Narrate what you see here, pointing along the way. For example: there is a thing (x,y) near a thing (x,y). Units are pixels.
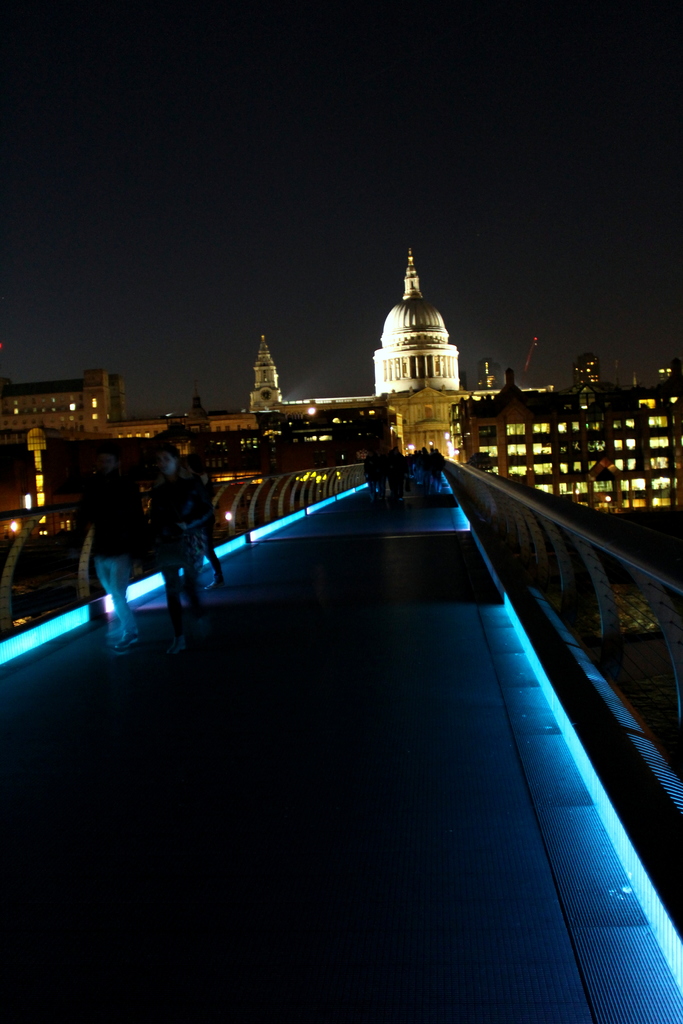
On this bridge (334,629) there are people (433,466). Background (657,434) there are buildings (511,432) with windows (549,445).
